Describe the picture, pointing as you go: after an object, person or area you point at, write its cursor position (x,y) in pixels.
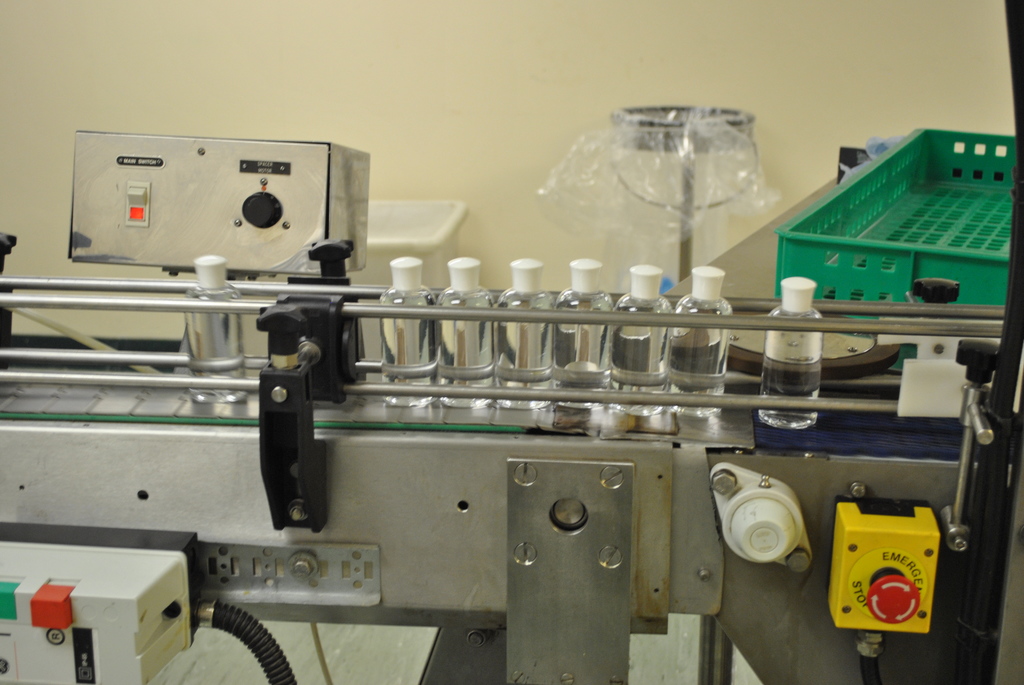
This picture shows a machinery (234,514) and there is a belt (244,409) on which some bottles (665,361) were placed. In the background (471,234) there is a wall (442,90) here. We can observe a bin (453,222) and a tray (889,225) here?
